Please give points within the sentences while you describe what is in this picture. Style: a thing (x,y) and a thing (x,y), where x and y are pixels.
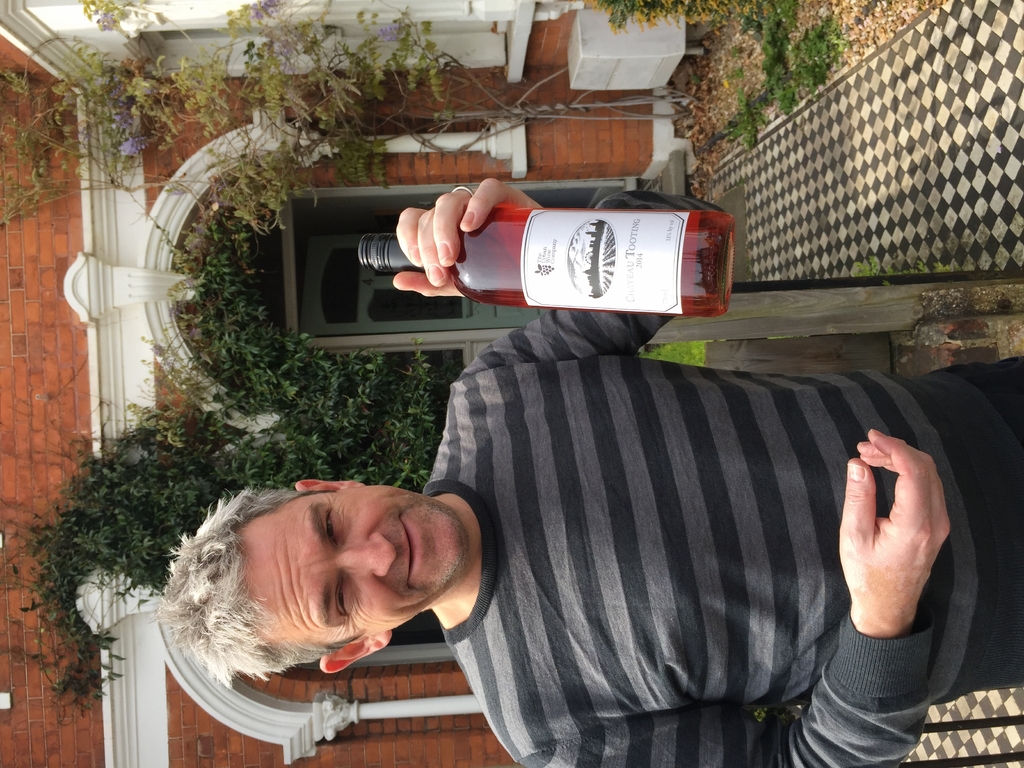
In this picture we can see a person (619,644), he is holding a bottle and in the background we can see a building (27,281), trees (252,185).
